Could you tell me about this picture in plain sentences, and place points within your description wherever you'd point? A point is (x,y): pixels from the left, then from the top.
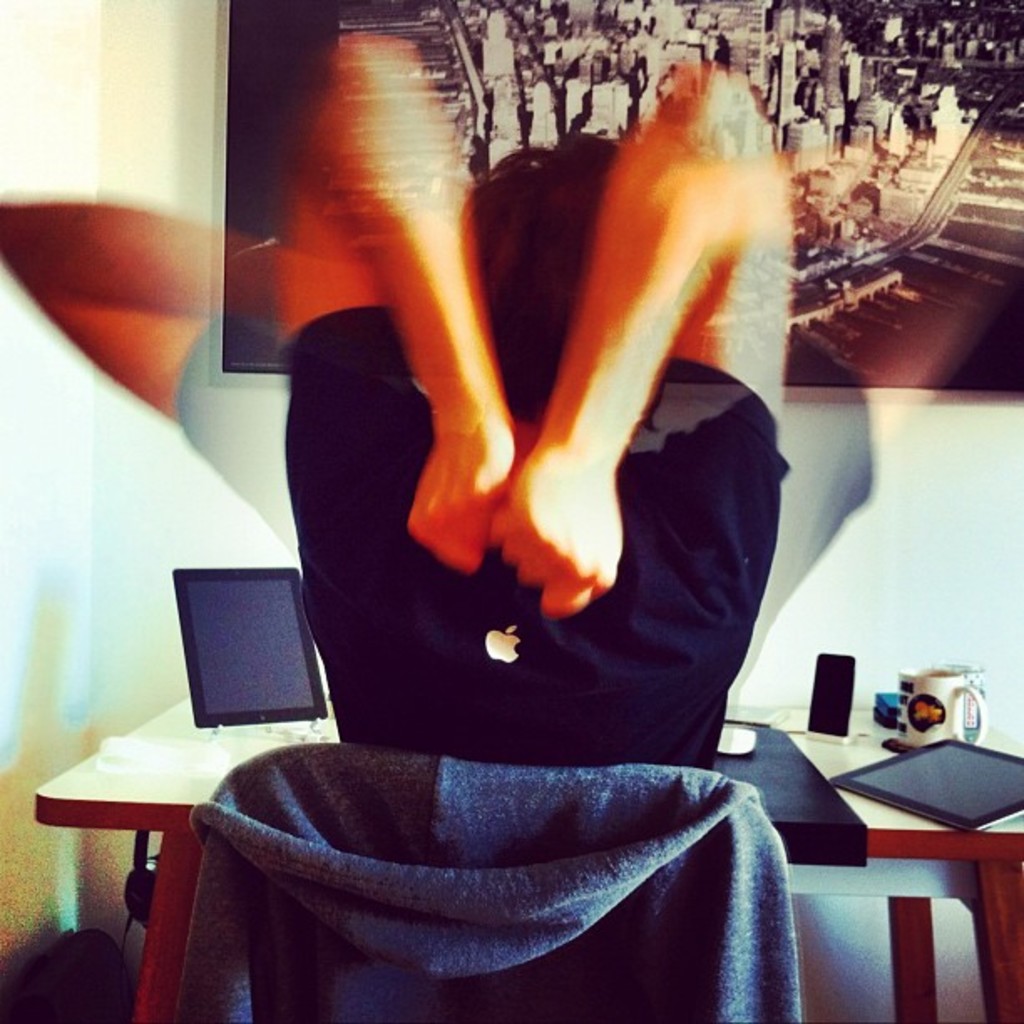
In this image we can see a persons (731,268) sitting on the chair (640,1013) is waving his hands (137,337). We can see logo (513,645) on his T-shirt (511,655). In the background (869,794), we can see a table (770,716) where cups (932,732), mobile phone (815,699) and few more things (238,695) kept. Here we can see a photo frame (904,378) on the wall (903,421).
